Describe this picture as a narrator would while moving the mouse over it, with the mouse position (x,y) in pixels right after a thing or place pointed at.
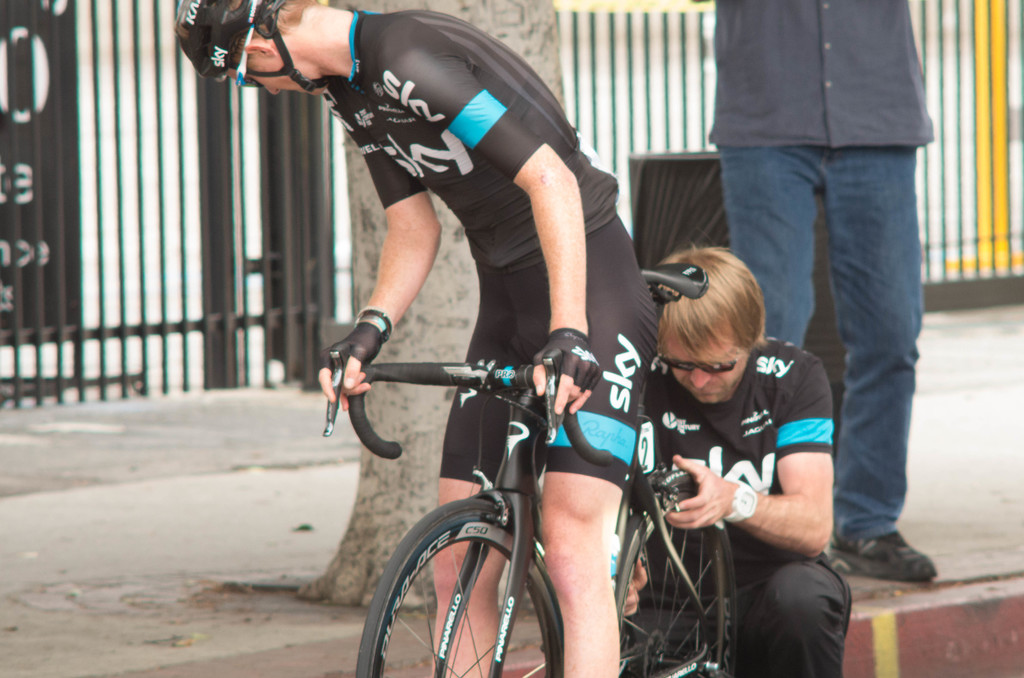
In this image, In the middle (500,401) there is a man (565,589) holding a bicycle (555,436) and there is a man (752,447) sitting and holding the Tyre (714,540) of the cycle (729,556), And in the right side (882,511) there is a man (858,231) standing on the footpath (930,595), In the background (179,324) there are some fences (272,212) which are in black color.
